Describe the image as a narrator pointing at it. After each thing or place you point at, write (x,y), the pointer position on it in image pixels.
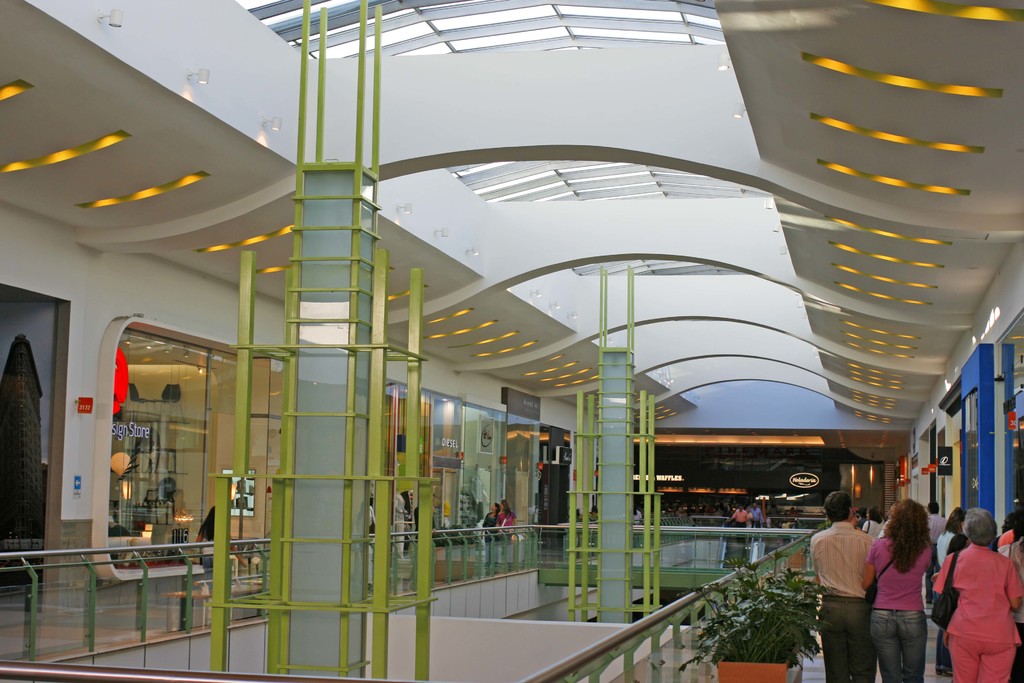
This image consists of a building (222,439). In which there are many persons (960,667) walking. And we can see the potted plants (722,680). In the middle (418,446), there are pillars (589,453). At the top (789,135), there is a roof (799,152) along with lights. It looks like a mall (379,451). On the left (176,478) and right, there are shops (448,471).
